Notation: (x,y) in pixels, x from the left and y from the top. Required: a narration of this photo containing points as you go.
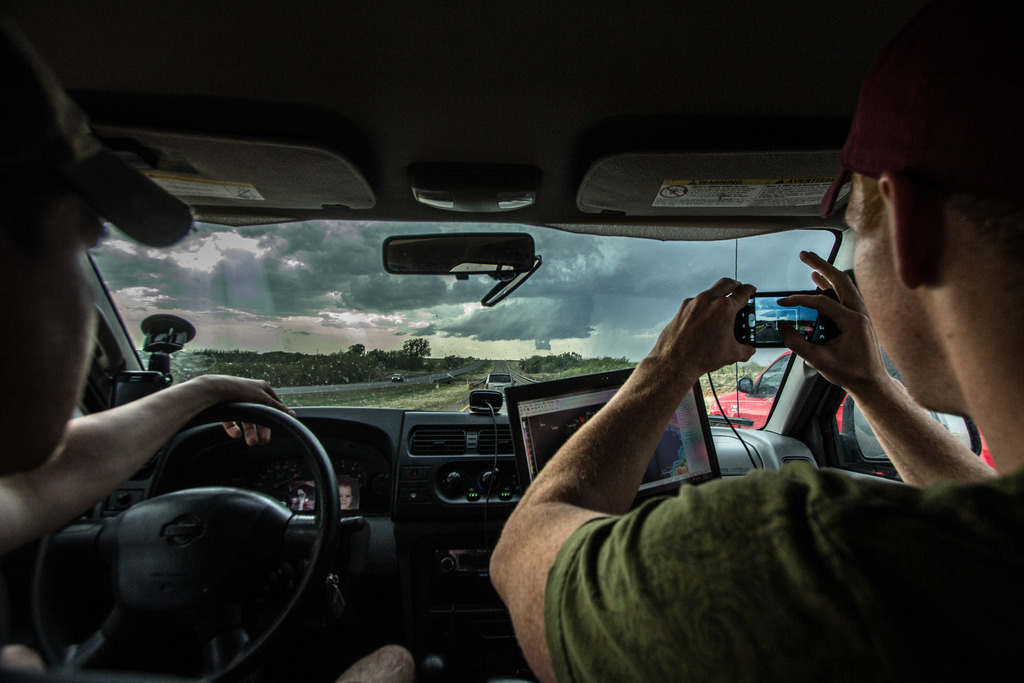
In this image, we can see a few people (603,500) in a vehicle (302,653). From the glass (519,379) of the vehicle (590,205), we can see some grass (462,377), vehicles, plants (557,358), trees (543,359) and the sky (499,324) with clouds (486,326).
